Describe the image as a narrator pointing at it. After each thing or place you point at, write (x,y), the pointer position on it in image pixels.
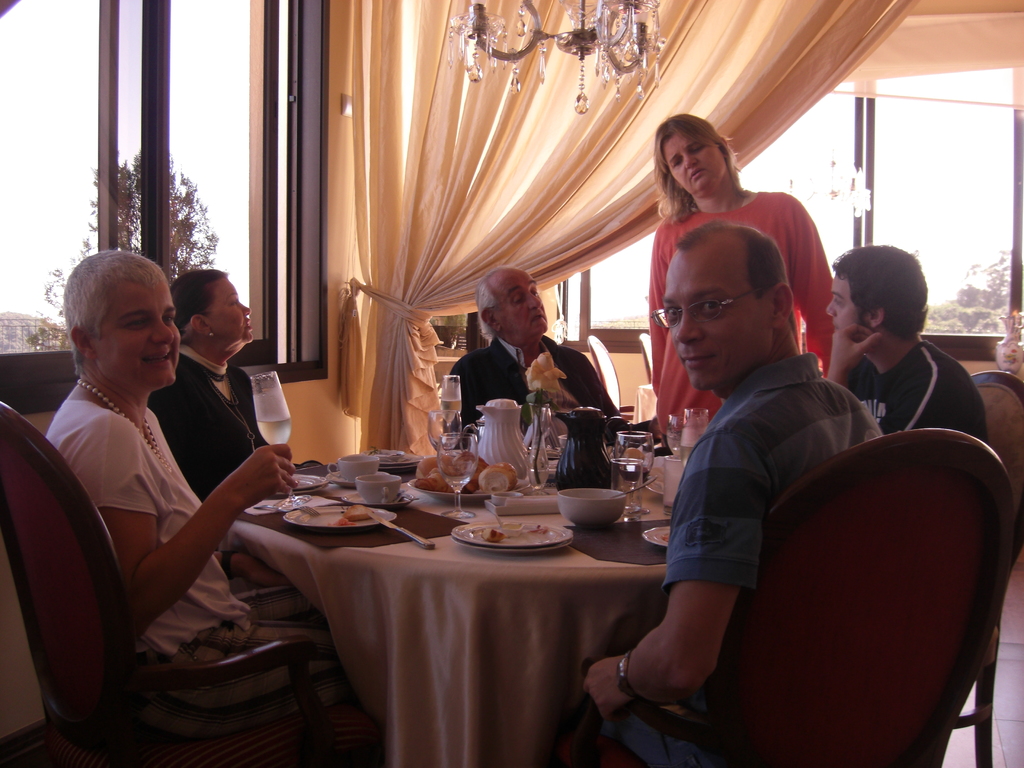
On the background (422,157) we can see windows (867,185), curtain (561,115). This is a ceiling lamp (589,42). Here we can see few persons (602,398) sitting on chairs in front of a table (531,564) and on the table (570,547) we can see bowls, plate (469,534) of food (491,534), jars (604,452), flower vase (549,446). We can see one woman (717,166) standing near to the table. Through the window glass (205,203) we can see trees (952,302).
